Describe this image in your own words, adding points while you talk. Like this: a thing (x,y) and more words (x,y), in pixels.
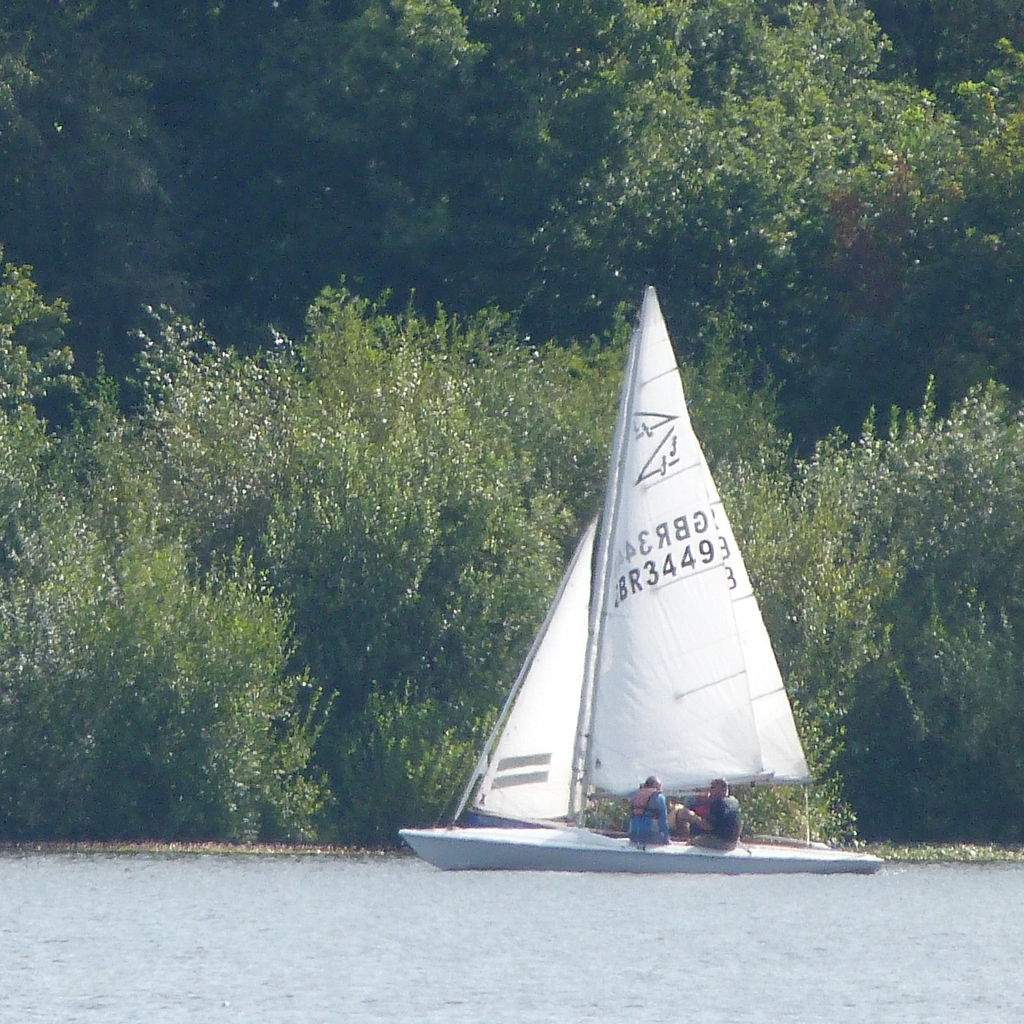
In the foreground of the image (294,897) we can see water body (610,944). In the middle of the image (648,431) we can see a boat (493,789) and two people (646,822) are there in the boat (802,846) and some trees (267,551) are there. On the top of the image (501,190) we can see trees (537,226).
